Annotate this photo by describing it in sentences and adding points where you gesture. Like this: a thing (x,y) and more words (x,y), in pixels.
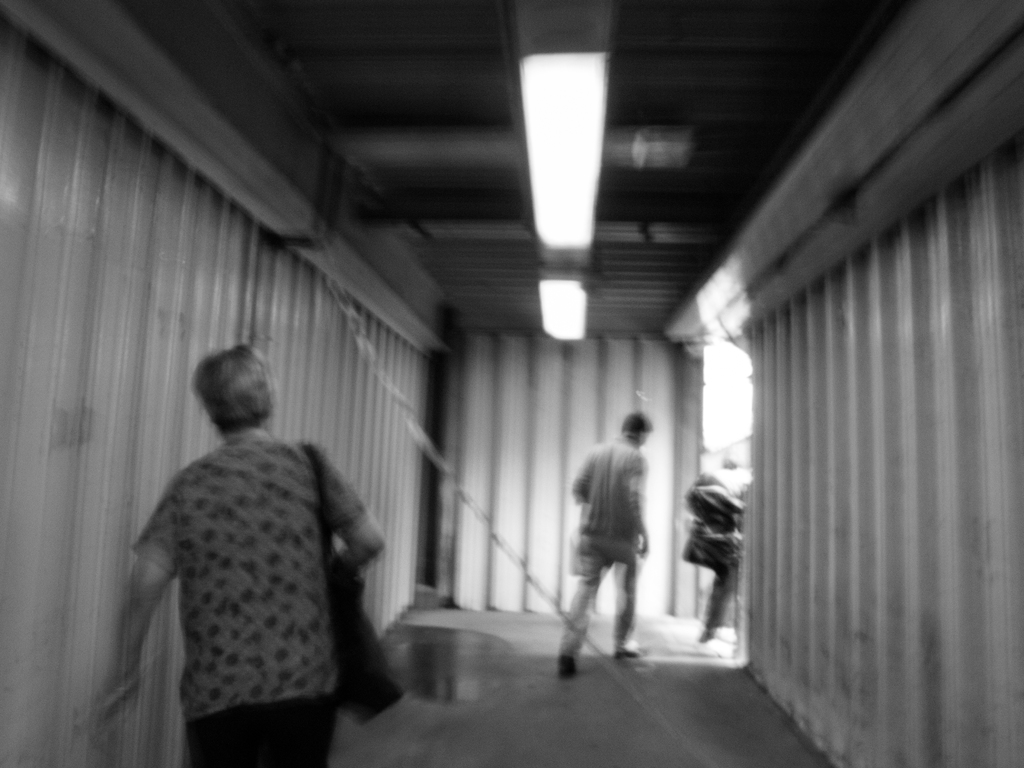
It is the black and white image in which there are few people (565,675) walking on the floor (571,681) inside the tunnel (494,212). At the top (545,161) there are lights (560,60). At the bottom (464,683) there is some water (457,659) on the floor (453,655).
